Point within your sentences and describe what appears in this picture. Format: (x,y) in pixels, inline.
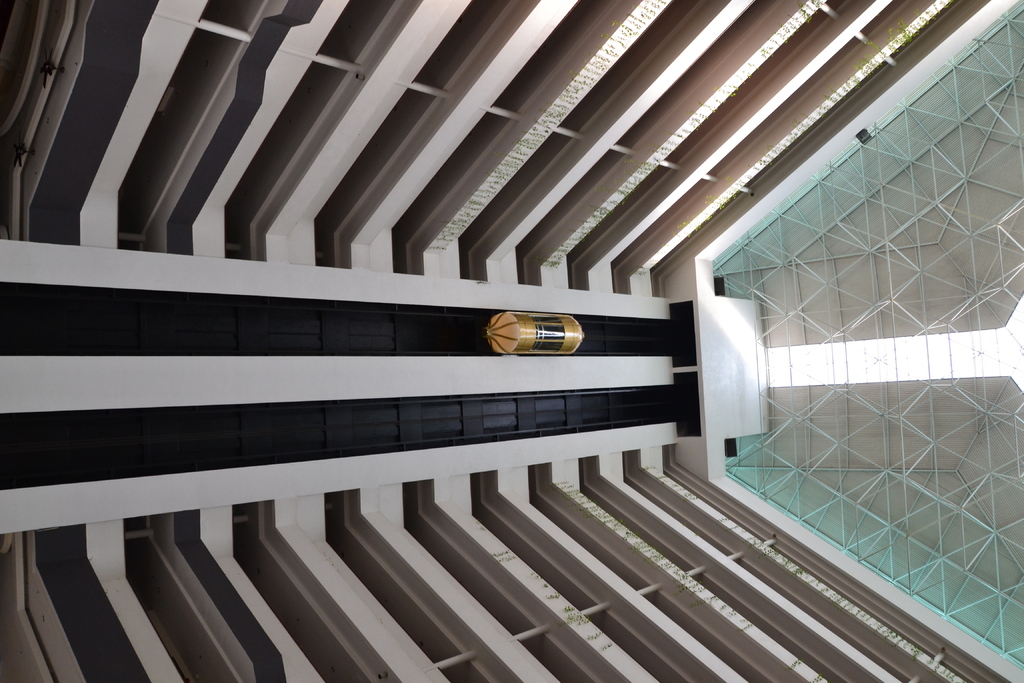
Here in this picture we can see the inner view of a building (523,257) and in the middle (552,340) we can see a lift (563,330) present over there.
